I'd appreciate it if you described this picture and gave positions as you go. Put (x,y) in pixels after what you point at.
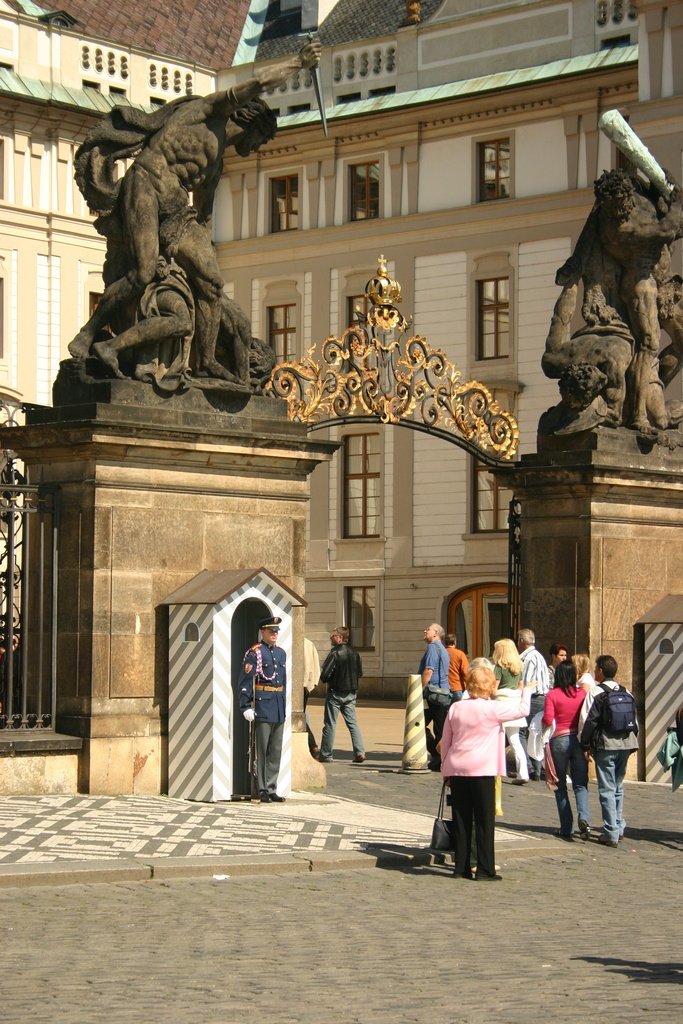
In the picture we can see these people (580,791) are walking on the road (426,812), we can see the road cones (410,756), a person (275,716) wearing uniform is standing near the box (239,655), we can see statues (564,302), arch (484,413) and the building (551,145) with glass windows (494,304) in the background (476,274).
